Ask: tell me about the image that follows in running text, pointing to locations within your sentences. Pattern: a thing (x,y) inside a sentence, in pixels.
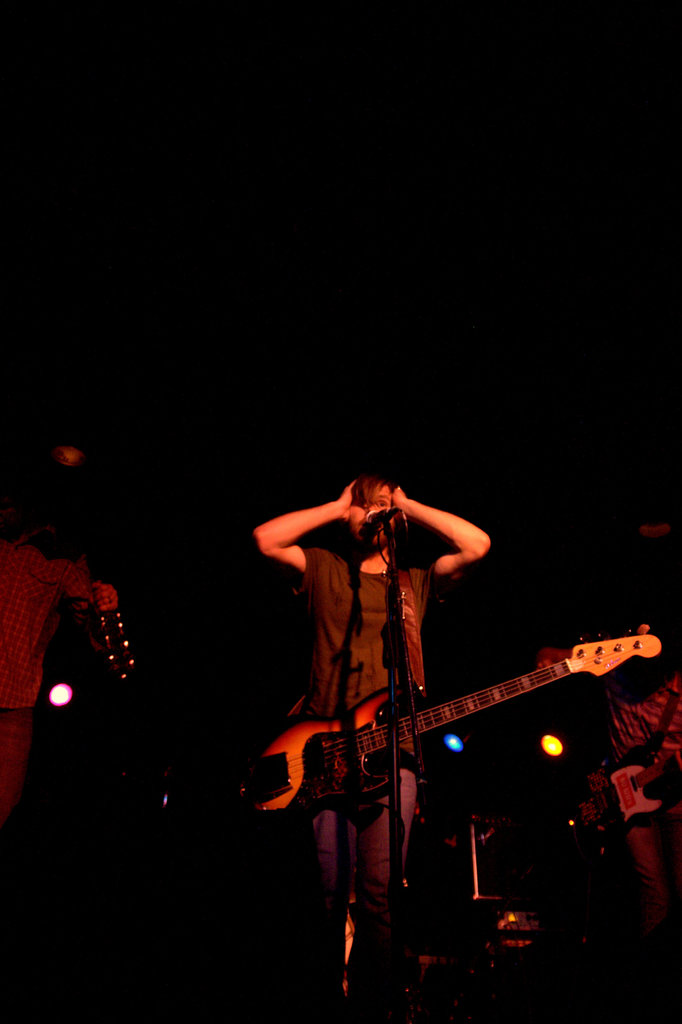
In the center of the image (380,562) we can see a person (382,851) standing. There is a guitar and we can see a mic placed on the stand (392,878). In the background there are people (671,733).
